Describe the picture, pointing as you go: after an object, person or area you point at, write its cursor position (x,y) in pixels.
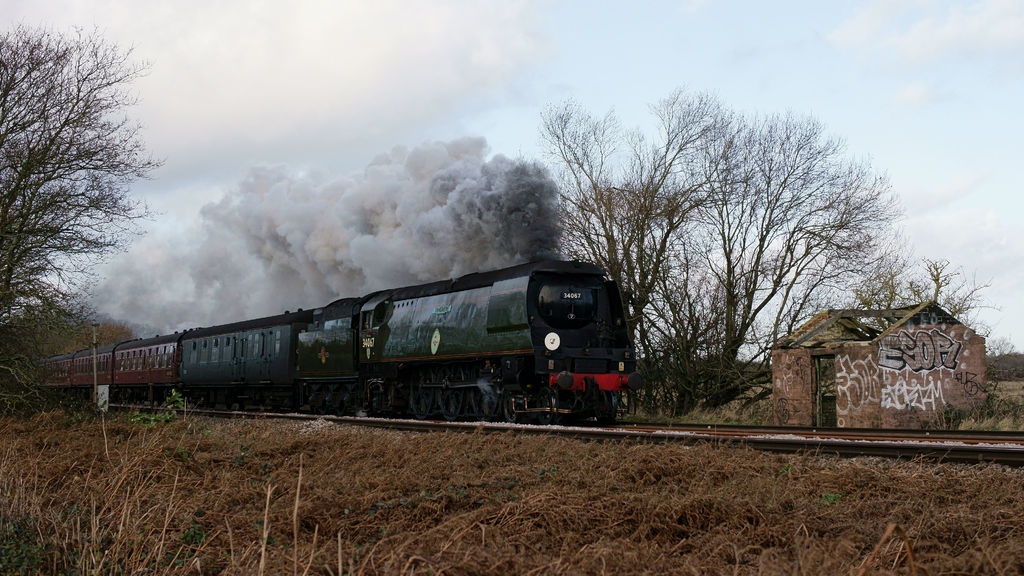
In this picture there is a train (327,403) moving on the track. In the front (556,536) there is a dry grass (560,522). Behind there are dry trees (645,202) and small shed house (838,363).
